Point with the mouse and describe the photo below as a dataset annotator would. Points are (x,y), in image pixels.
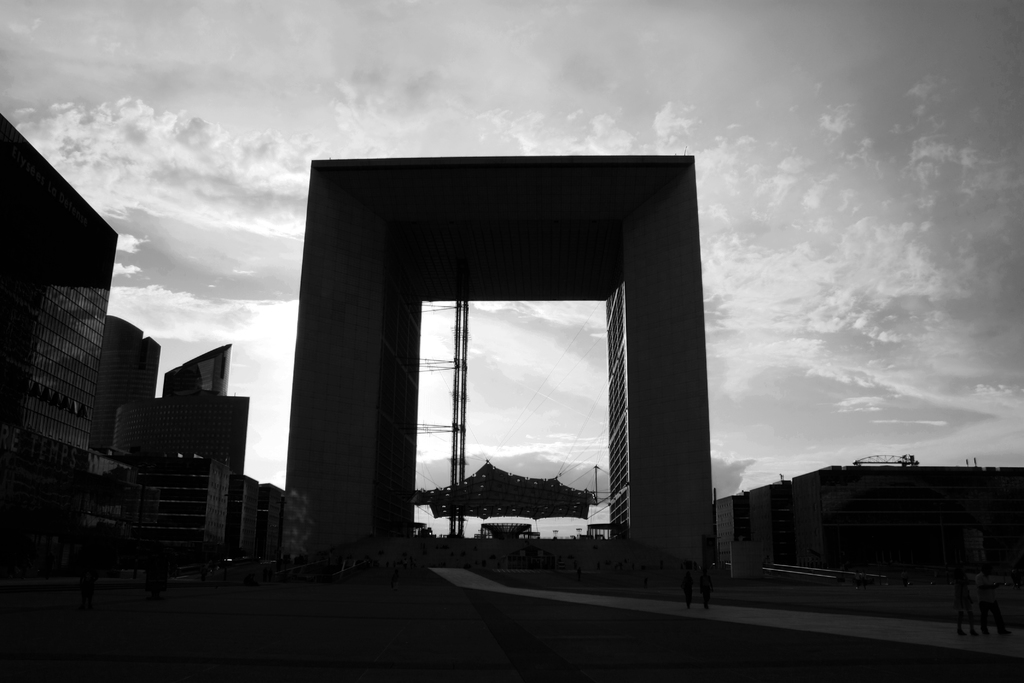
In this picture we can see a few buildings (104,482) from left to right. Sky (125,257) is cloudy.
